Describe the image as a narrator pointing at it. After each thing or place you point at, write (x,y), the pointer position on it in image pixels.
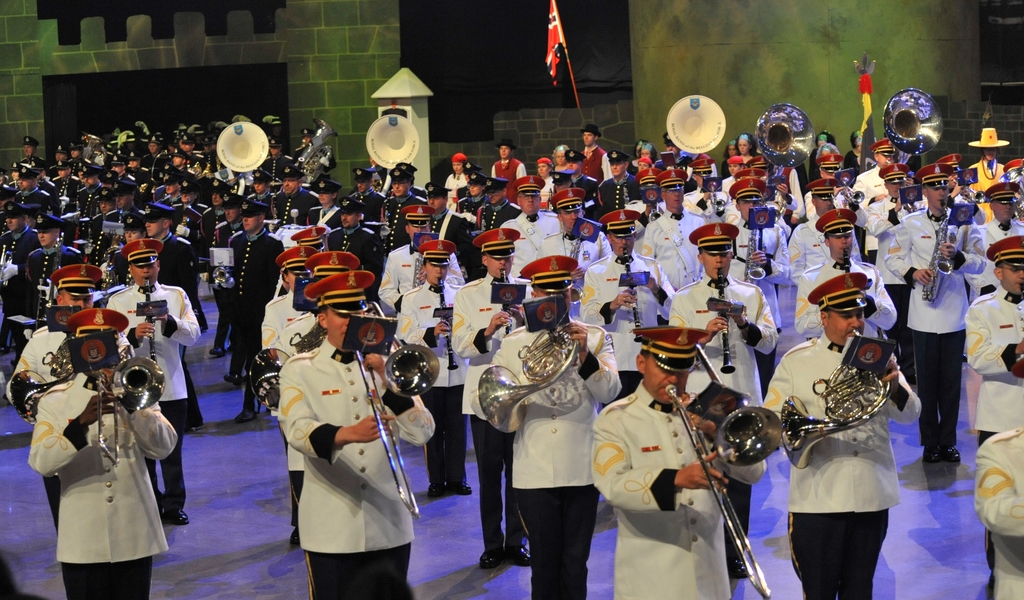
In this picture, we can see a few people (463,419) and holding musical instruments (635,310), we can see the ground (276,426), and we can see the background (735,85), and flags (556,56).
